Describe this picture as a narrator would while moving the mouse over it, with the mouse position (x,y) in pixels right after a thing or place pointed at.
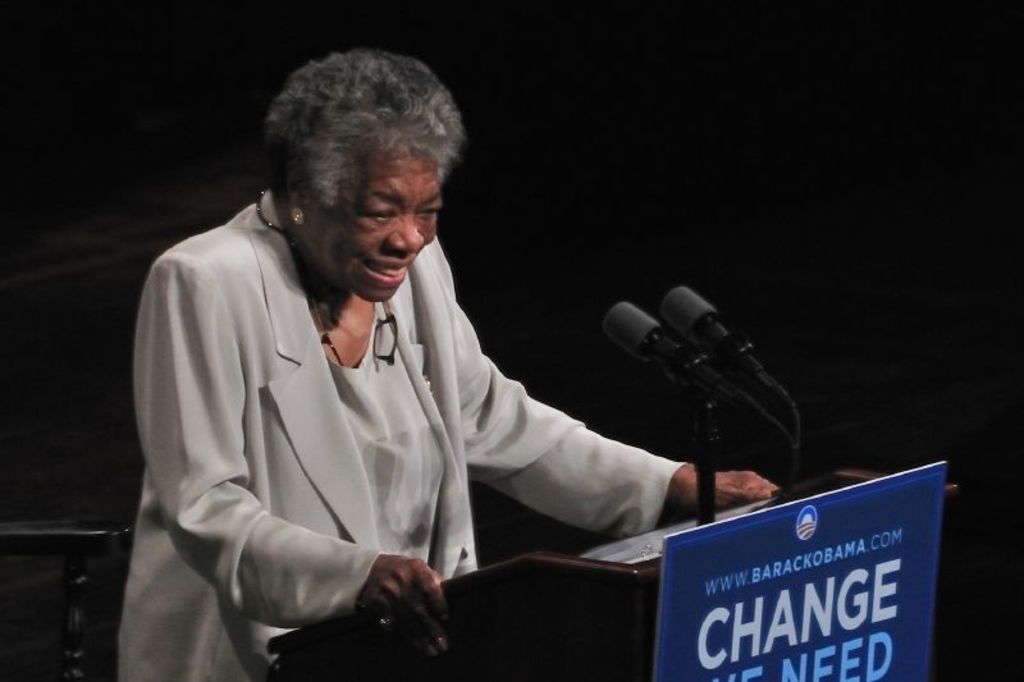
In this picture I can see a person (280,623) standing near the podium (527,664), there is a board (775,547), there are mics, there is an object (18,534), and there is dark background (189,161).
